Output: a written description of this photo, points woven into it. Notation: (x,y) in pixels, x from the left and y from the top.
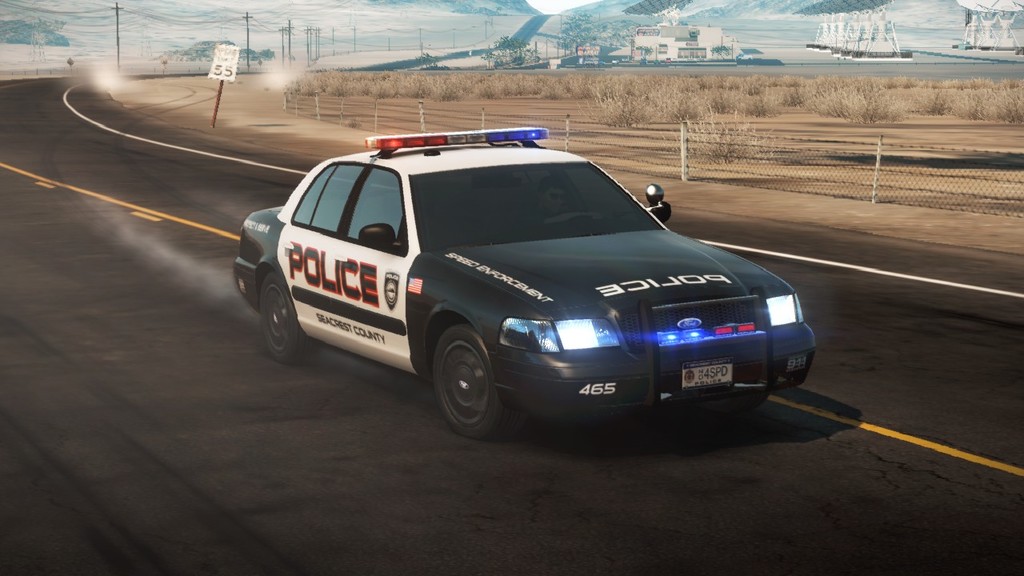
In the image there is a police car (439,188) on the road (71,147) and around the car (652,332) there is a fencing (608,134), dry plants (516,75), poles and in the background (606,23) there are trees (583,24).
